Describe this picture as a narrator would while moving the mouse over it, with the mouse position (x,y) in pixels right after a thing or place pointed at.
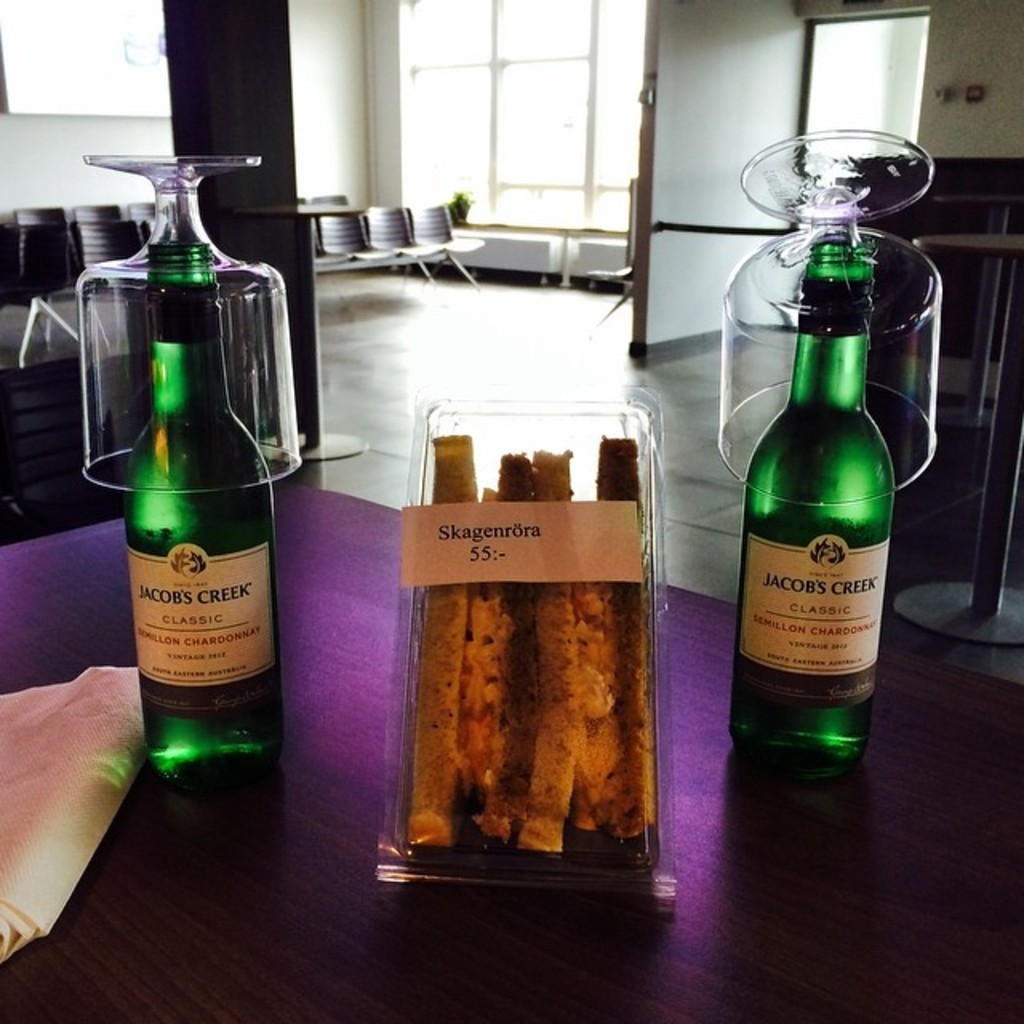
This is the picture taken in a room (284,620), this is a table (230,848) on the table (195,842) there are bottles (881,529), glass (105,411), cloth (39,807) and a box (488,618). Background of the table (318,561) is a floor (443,320) and there are chairs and a glass window (521,125).
